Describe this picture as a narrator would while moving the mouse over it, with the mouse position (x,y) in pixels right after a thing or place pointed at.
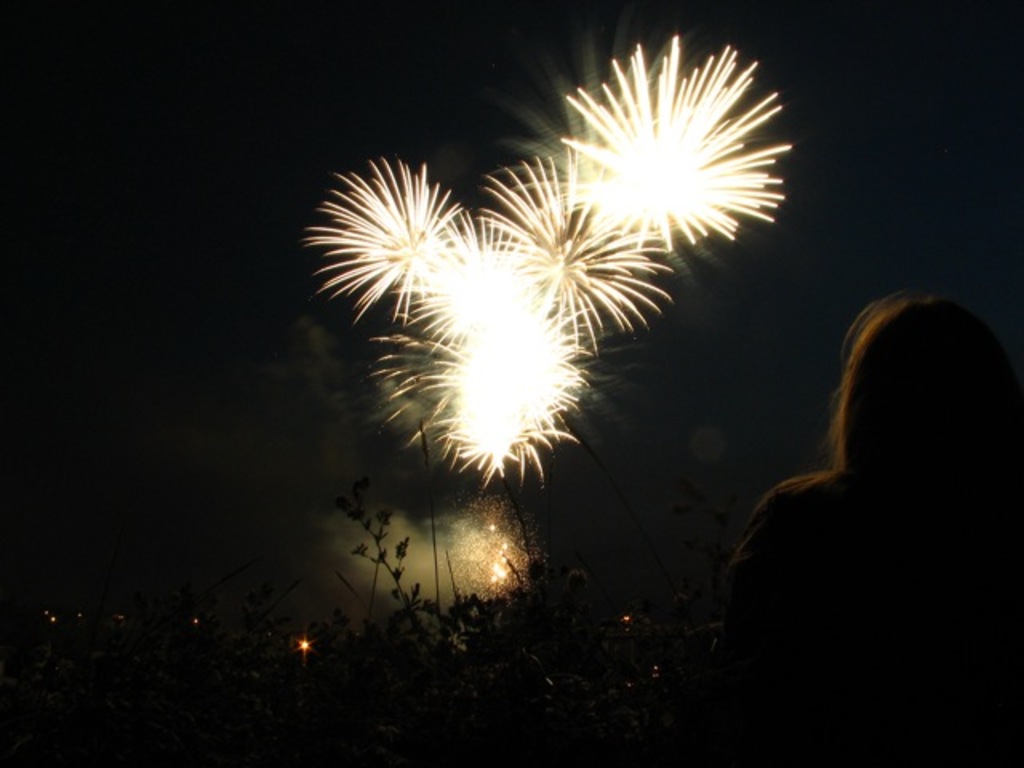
In the image there is a woman (811,545) and there are some plants (347,622) in front of her and in the sky (292,453) there are beautiful firecrackers (487,300) are being burned.
